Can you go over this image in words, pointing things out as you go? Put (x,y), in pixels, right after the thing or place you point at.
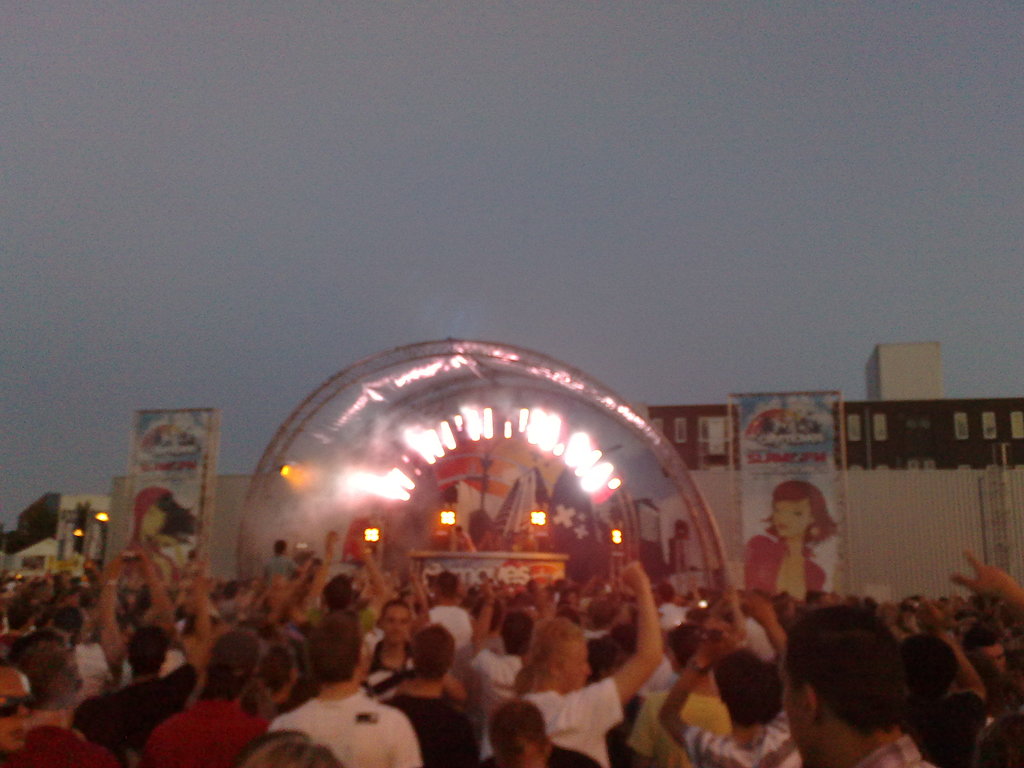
In this image we can see people (533,612) dancing, there is a shed (469,490) with lights (609,484), also we can see two posts (177,472) with persons image (771,520) and some text (813,455) written on it, there are some buildings (915,438) and we can see the sky (610,195).
